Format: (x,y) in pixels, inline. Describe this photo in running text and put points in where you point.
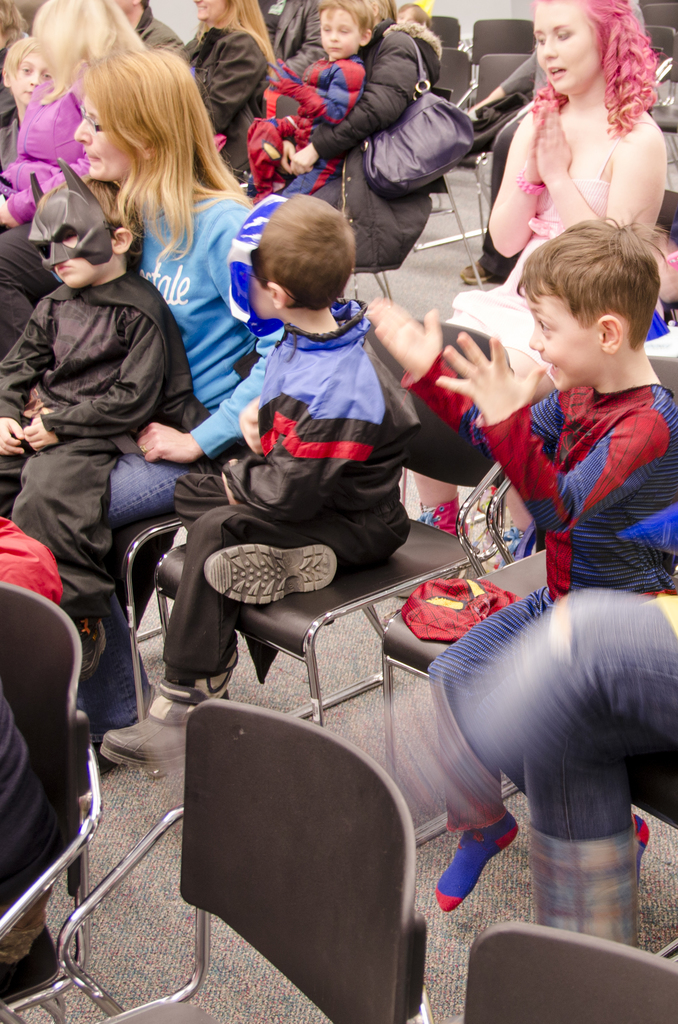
In this image I can see number of people (312,40) are sitting on chairs (288,925), I can also see children (39,190) are in costumes (281,204).
